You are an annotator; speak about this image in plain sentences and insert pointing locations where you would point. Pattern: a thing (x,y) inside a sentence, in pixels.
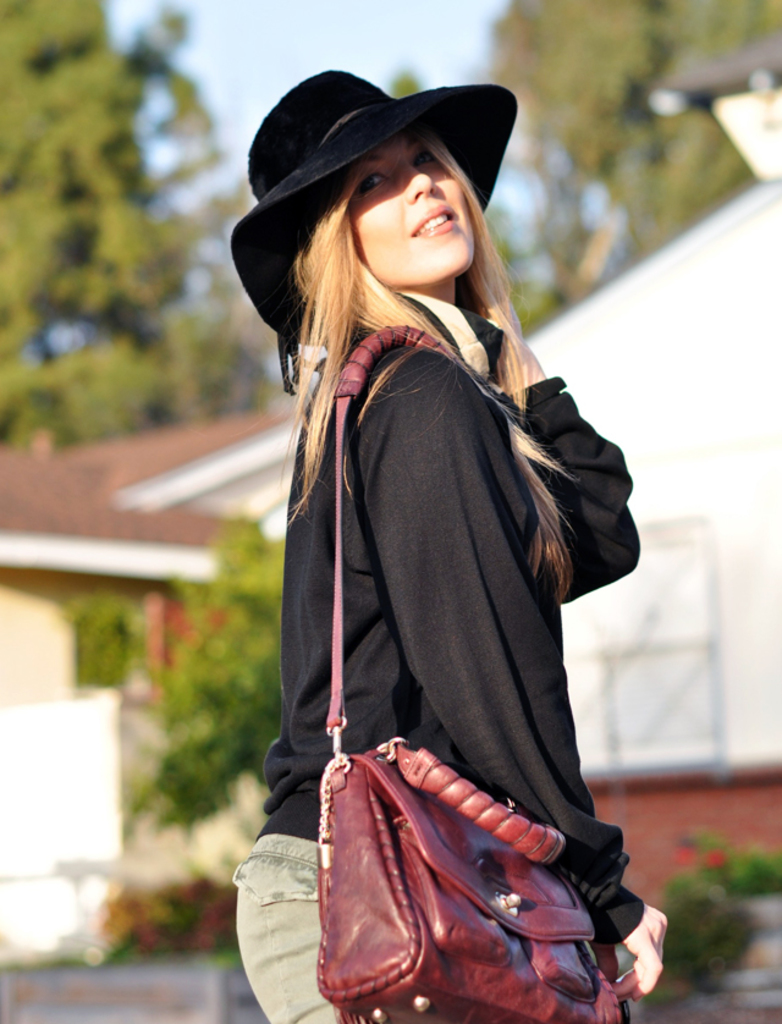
In the center (301,560) we can see one woman (439,536) she is standing and holding hand bag (517,899) and she is wearing hat (385,110). In the background (56,357) there is a tree (19,66), sky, house (720,267) and wall (68,632).
